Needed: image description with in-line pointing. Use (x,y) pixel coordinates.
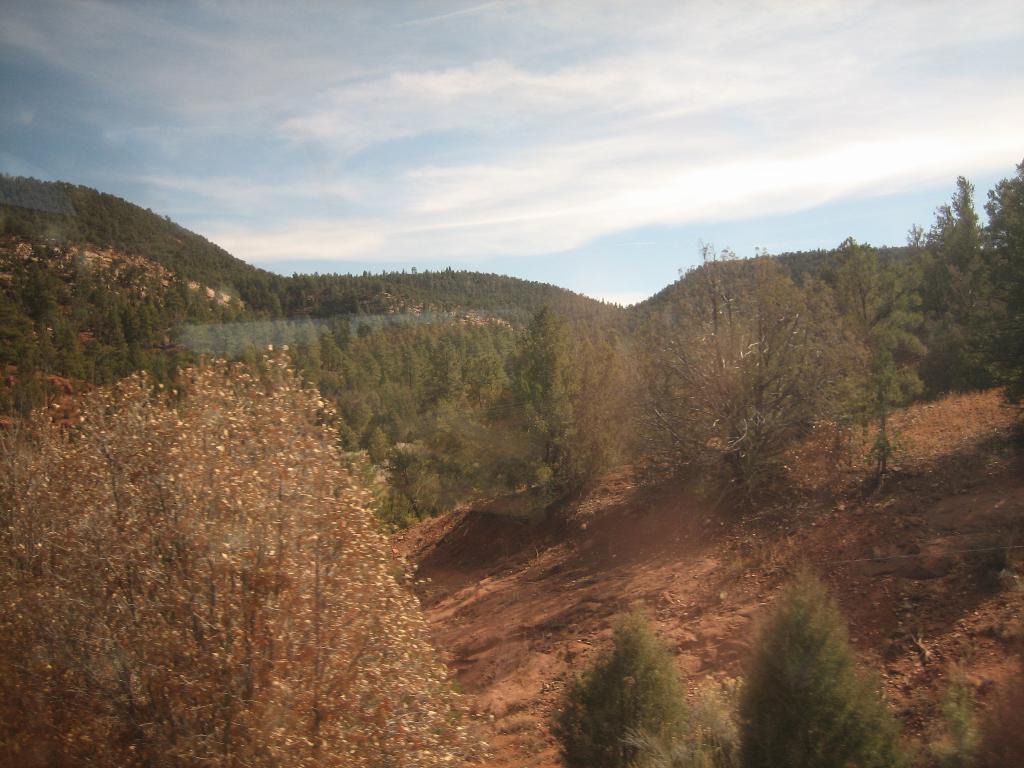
In this image I can see mountains (303,309) with trees (236,446). At the top of the image (553,126) I can see the sky (554,192).
